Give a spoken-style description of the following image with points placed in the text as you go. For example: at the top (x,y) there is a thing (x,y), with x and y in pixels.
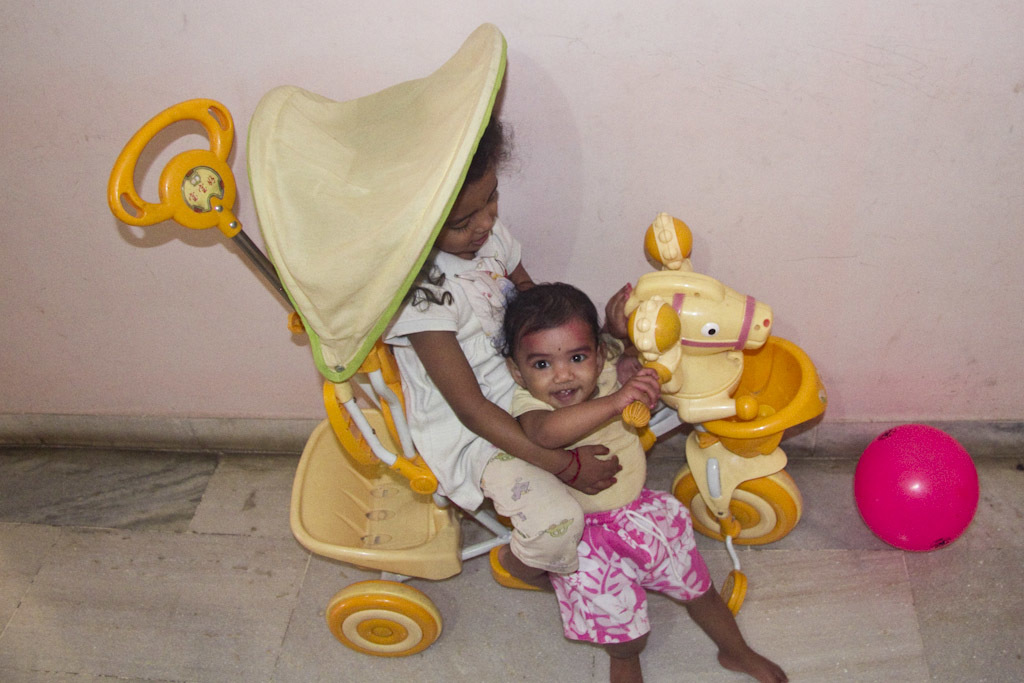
This is an inside view. Here I can see a girl (503,429) sitting on a toy vehicle (722,441) and holding a baby (663,581) in the hands (605,475). The baby (587,417) is smiling and looking at the picture. This vehicle (405,528) is facing towards the right side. On the right side (918,481) there is a pink color ball (906,498) on the floor (891,591). In the background (852,154) there is a wall (686,105).
